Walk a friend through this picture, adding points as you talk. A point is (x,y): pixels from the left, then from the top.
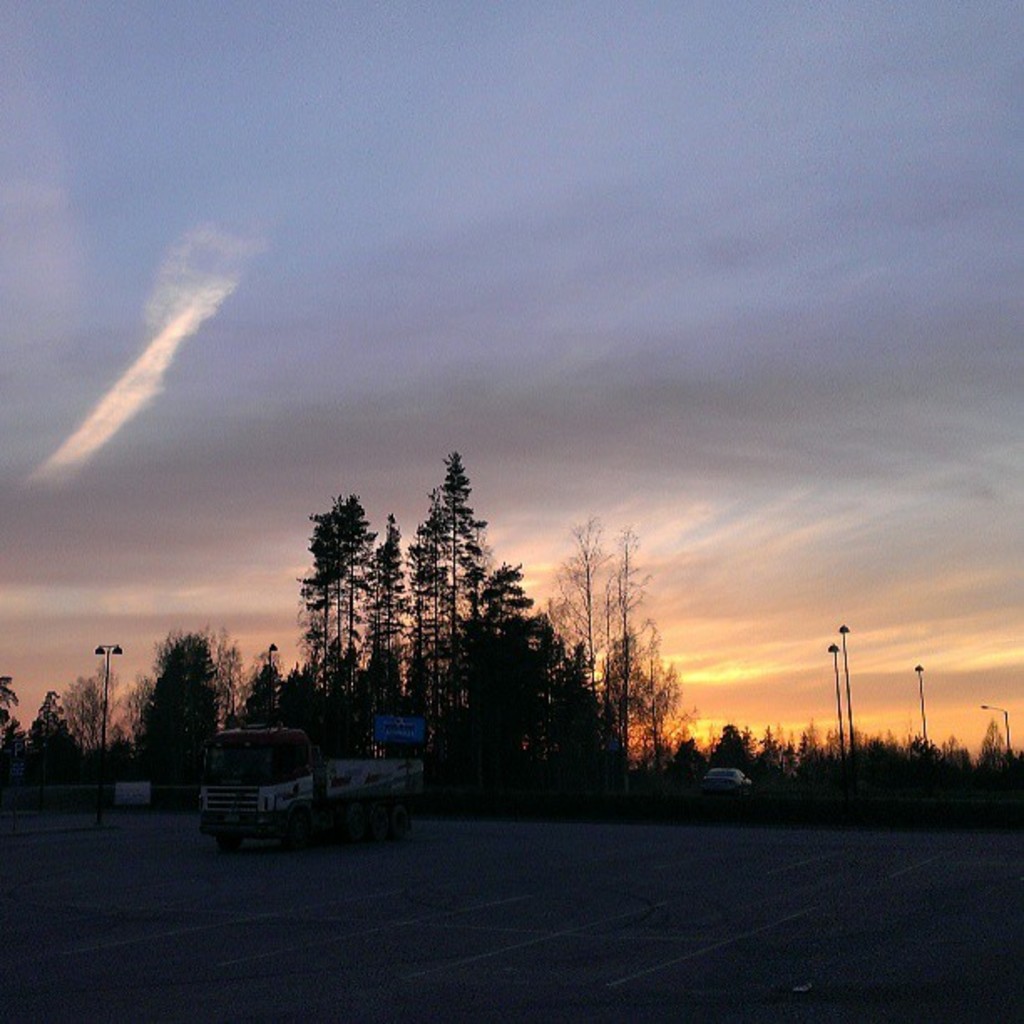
In this image I can see few vehicles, background (783,697) I can see few trees (446,604) in green color, few light poles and the sky (470,236) in white gray color.
